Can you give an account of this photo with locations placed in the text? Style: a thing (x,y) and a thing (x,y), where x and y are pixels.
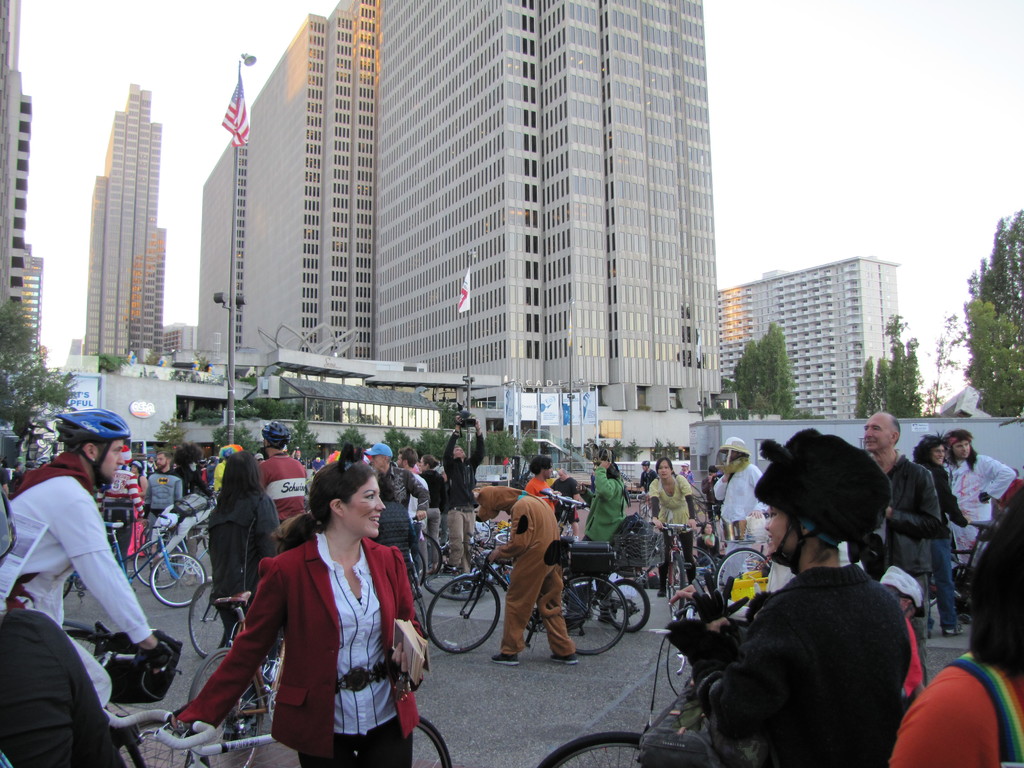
In this image we can see some group of persons (914,504) standing and holding bicycles (197,561) in their hands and in the background of the image (100,361) there are some trees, buildings (392,382) and flags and top of the image (169,234) there is clear sky (836,142).
